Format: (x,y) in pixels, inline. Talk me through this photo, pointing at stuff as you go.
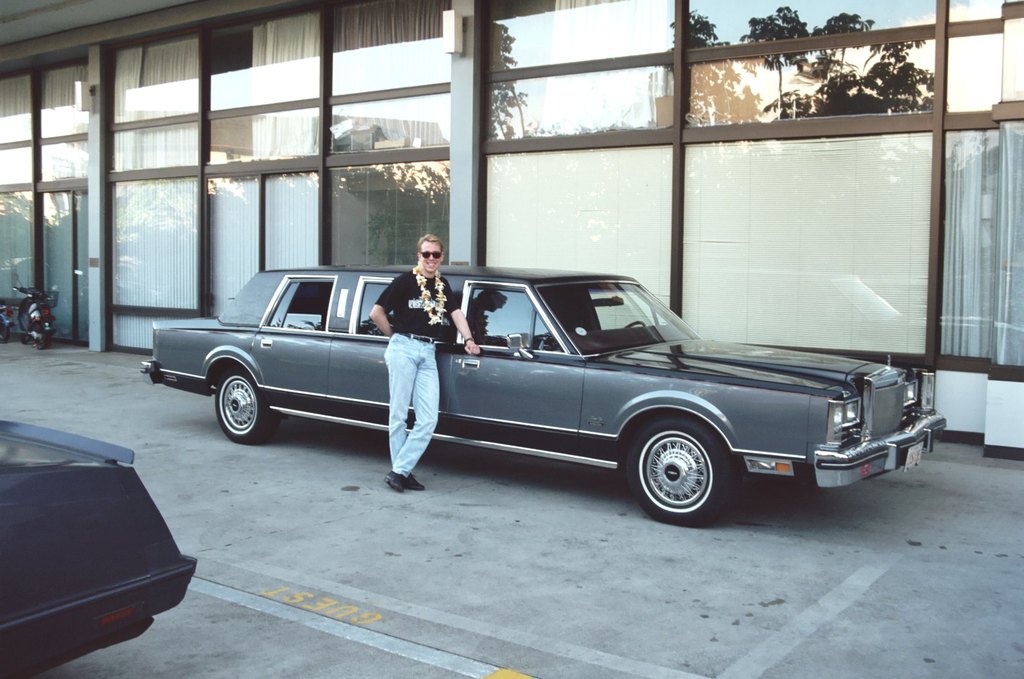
In this picture we can see a man (419,385) and a car (677,501) in the middle (410,375), in the background (188,140) there are glasses (441,186) of a building (395,145), from these glasses (426,82) we can see curtains (260,145), on the left side (52,327) there is a scooter (42,323), we can see another car (53,508) at the left bottom (102,515).
